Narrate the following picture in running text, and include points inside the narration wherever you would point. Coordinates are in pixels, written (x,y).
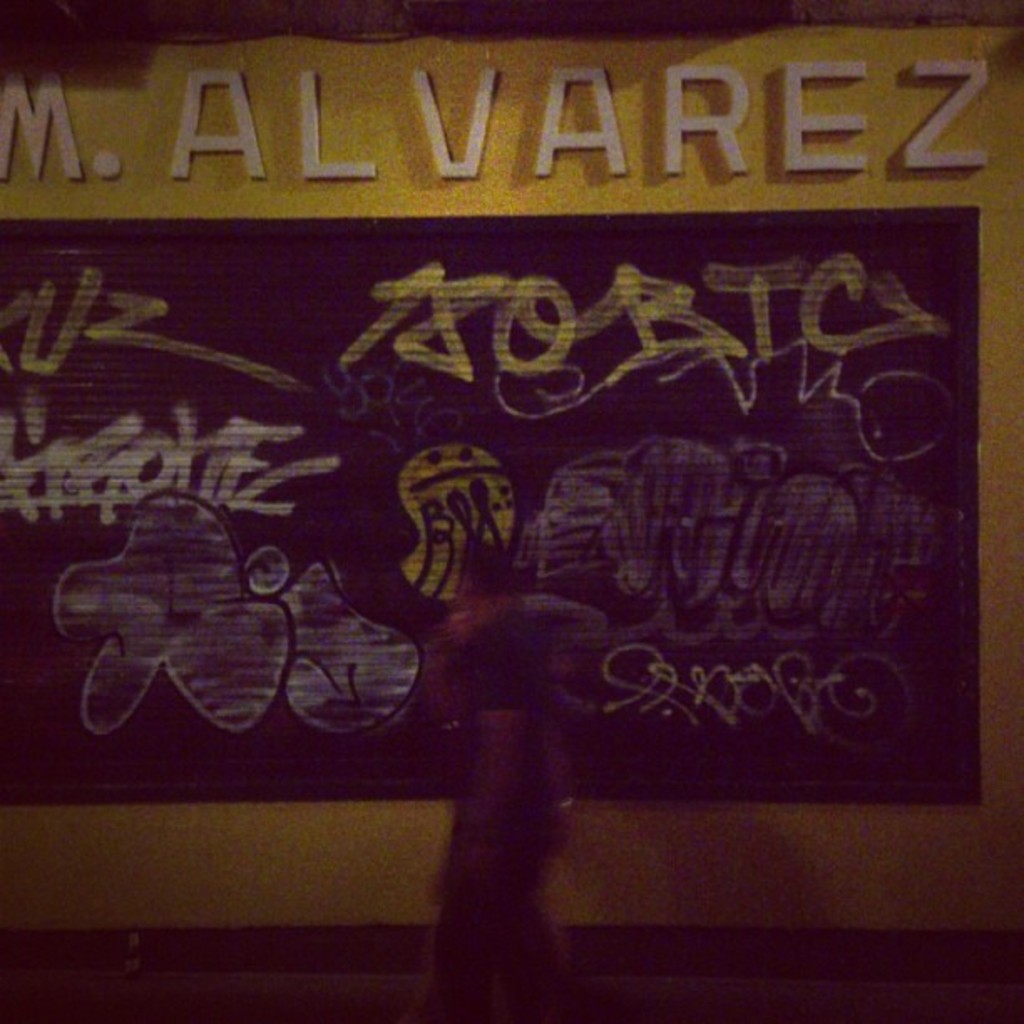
This image consists of a person (486,685) walking. In the background (529,232), we can see a shutter (491,357) with graffiti (458,357) on the wall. And we can see the text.
